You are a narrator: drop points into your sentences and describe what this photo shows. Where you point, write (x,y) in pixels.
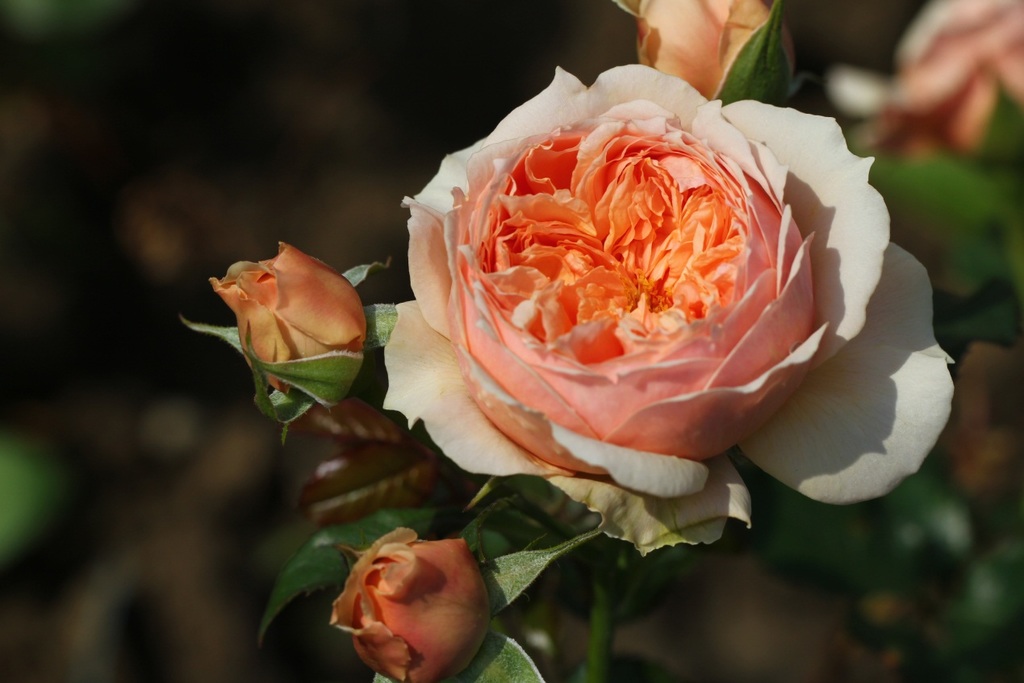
In this image, I can see a rose flower (647,377) to a stem (602,640). I think this is a plant (840,145) with the flower buds (397,632), flower (571,475) and leaves (387,421). The background (83,627) looks blurry.
